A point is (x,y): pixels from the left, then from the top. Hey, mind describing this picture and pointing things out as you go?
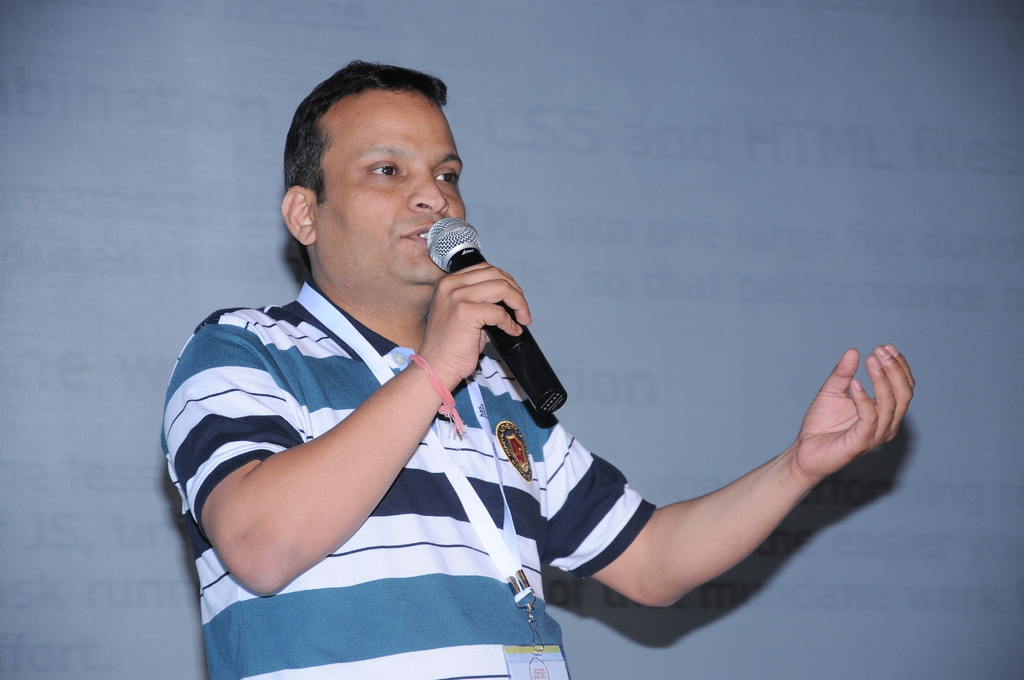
In this picture I can see a man (315,393) standing and speaking with the help of a microphone (432,251) in his hand (484,297) and he wore a id card (511,566) and looks like a projector screen (485,160) on the back (39,180) with some text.
